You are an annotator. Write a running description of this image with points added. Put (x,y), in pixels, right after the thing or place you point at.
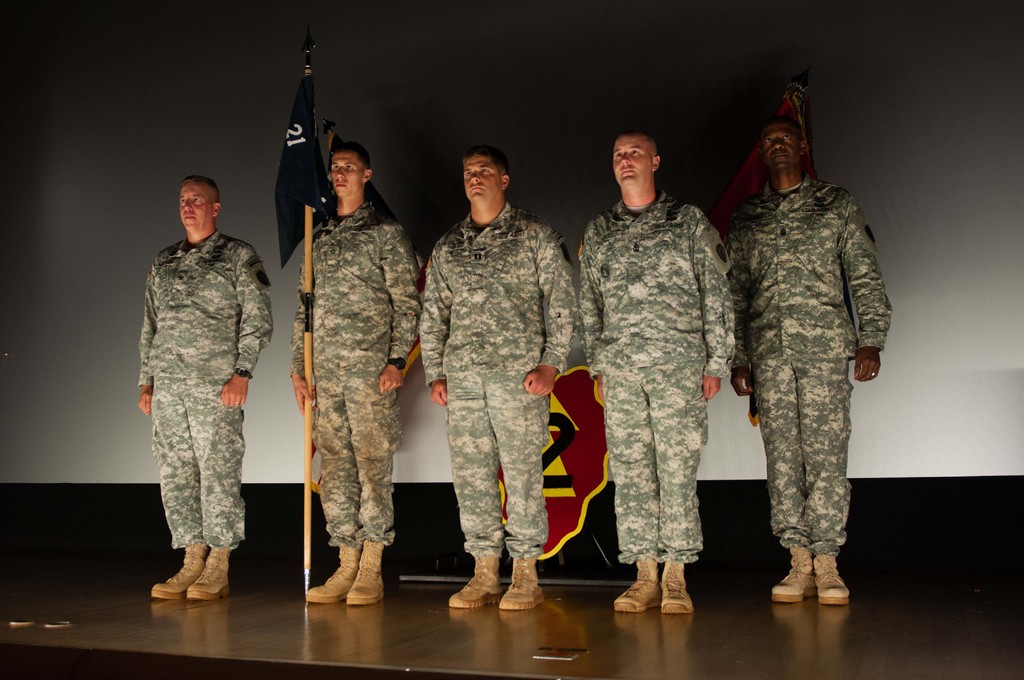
In this image I can see five people (382,244) and wearing military dress (458,280). One person (316,234) holding blue color flag (317,171). Back I can see a screen (946,365) and flag (783,101). They are on the stage (285,679).
